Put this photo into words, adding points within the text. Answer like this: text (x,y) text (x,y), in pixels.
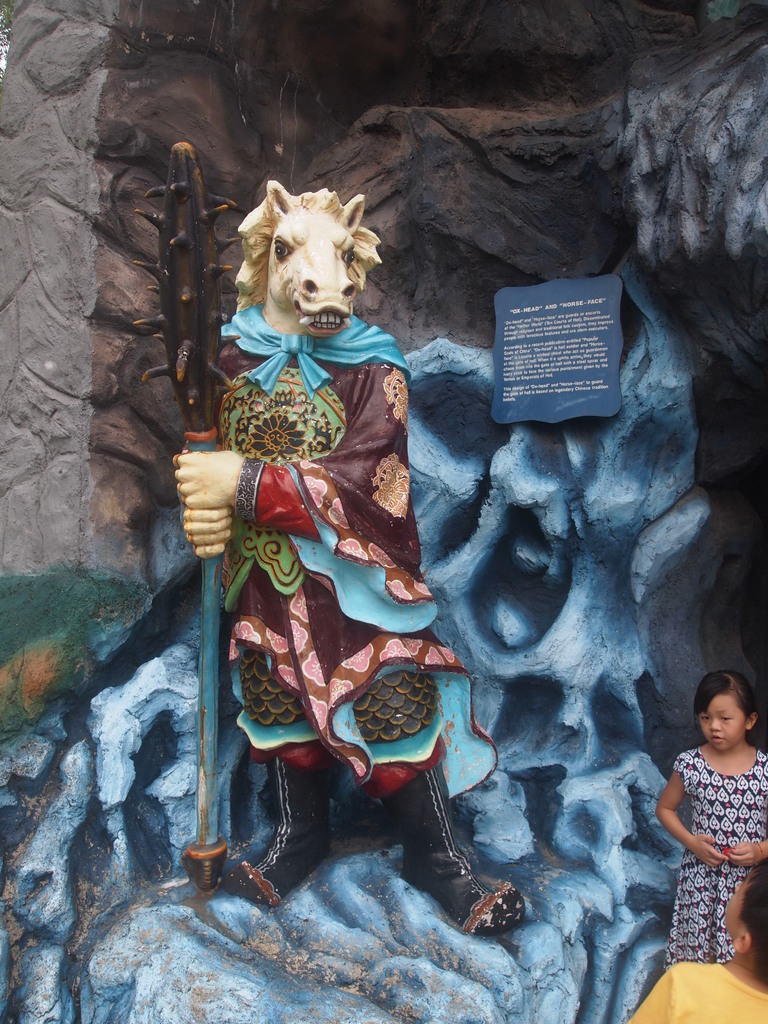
In the right bottom corner of the image (713,927) there are two kids (710,943). And there is a statue (184,307) of an animal (465,680). Behind the statue (344,350) there is a wall (479,354) with designs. And also there is a board (519,379) with something (515,373) written on it.
